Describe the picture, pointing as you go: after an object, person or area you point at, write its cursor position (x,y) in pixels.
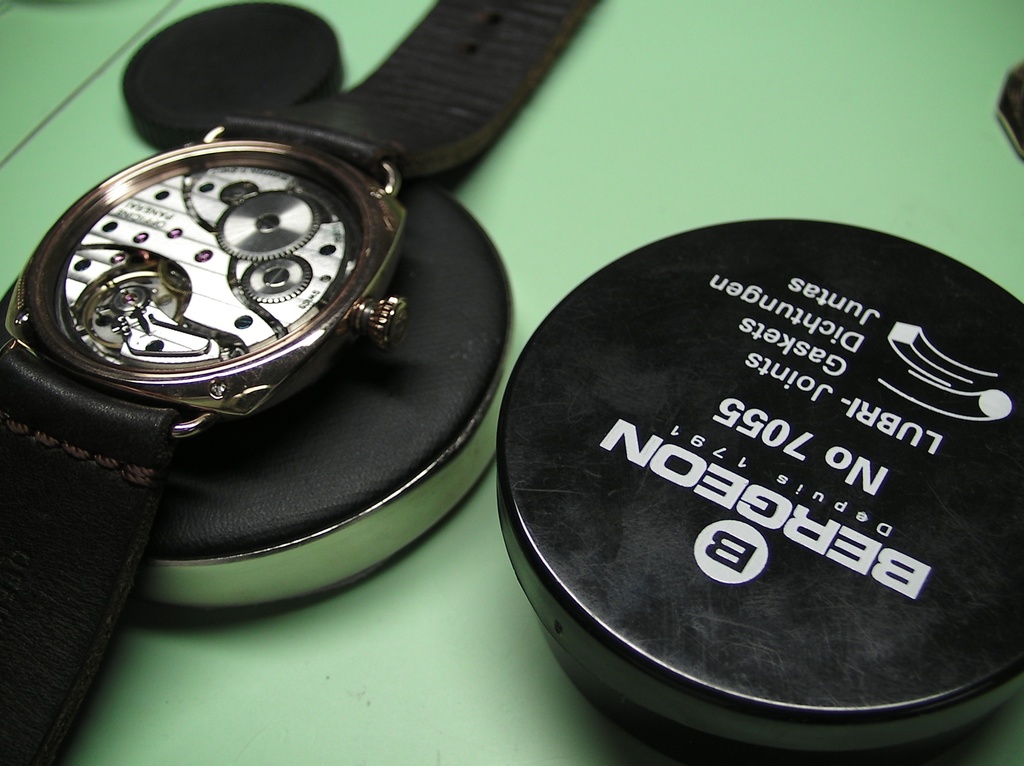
In this image I can see black colour boxes (537,425), a black and white colour watch (341,316) and here I can see something is written. I can also see one black colour thing (218,84) in background (285,61) and I can see this image is little bit blurred from background (694,7).
